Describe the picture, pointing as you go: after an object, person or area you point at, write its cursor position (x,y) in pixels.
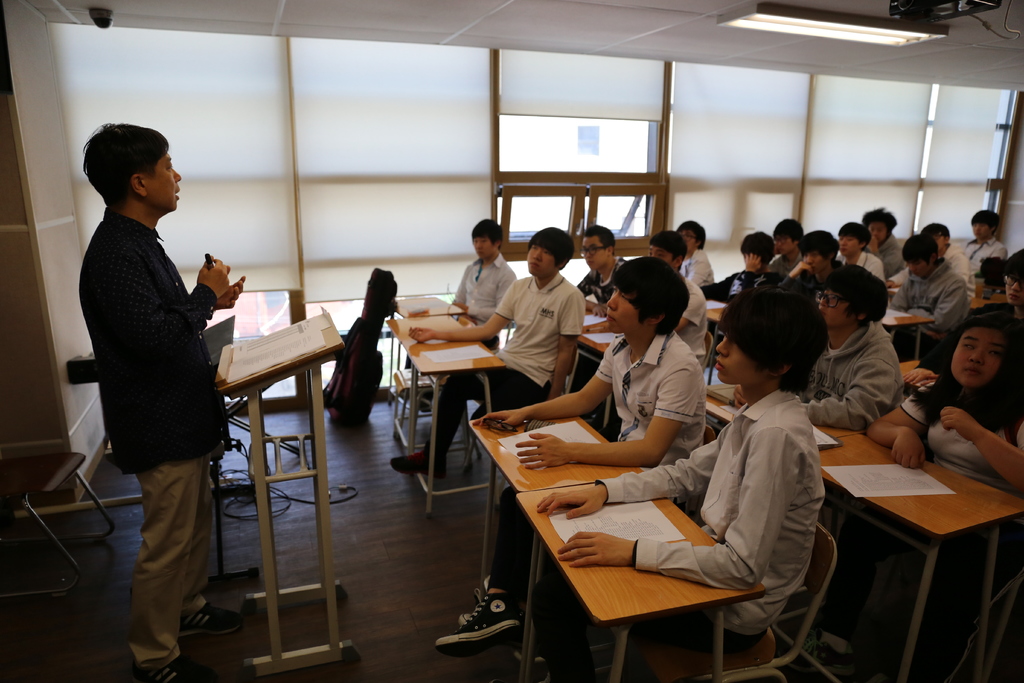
This is a picture of a classroom (637,490). Here we can see all the students (659,249) sitting on chairs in front of tables (709,313) and on the tables (568,472) we can see papers (620,533). Here we can see one man (131,128) standing in front of a podium (318,371) and he is holding a marker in his hand (218,281) and explaining something to the students (626,352).
